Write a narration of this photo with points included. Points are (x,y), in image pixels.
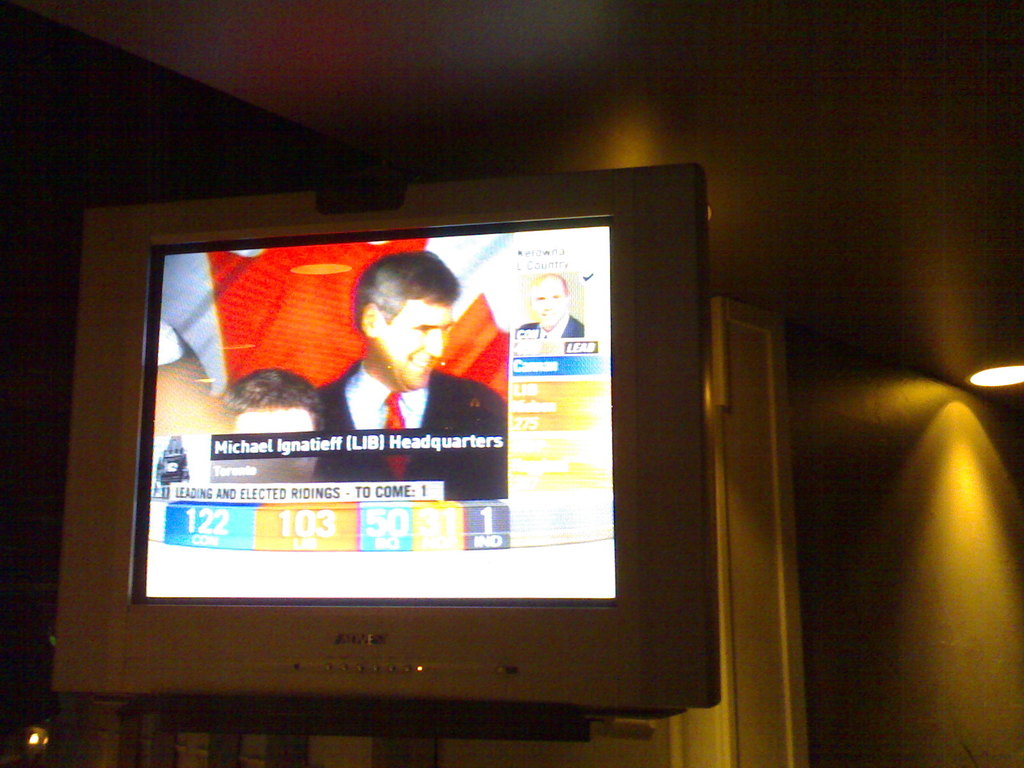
In this image there is a screen (444,447) attached to the wall (957,665). Right side (1017,373) there is a light (1012,385) attached to the roof (988,365). On the screen (321,511) there are few persons images (371,419) and some text (383,495) displayed.
